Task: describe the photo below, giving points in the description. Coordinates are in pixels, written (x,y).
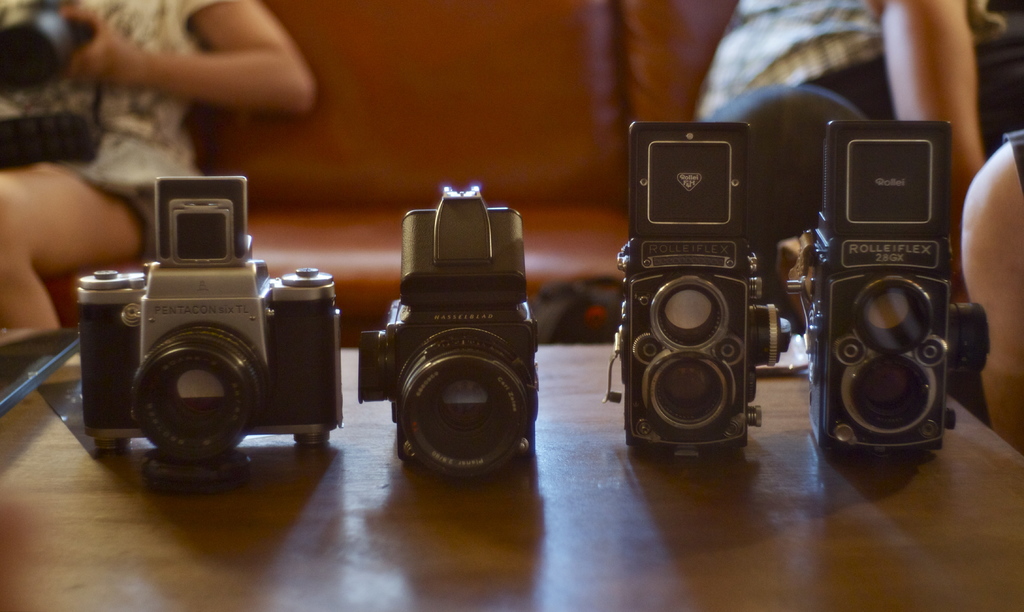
In this picture there is a table (9,426) at the bottom side of the image (574,438), on which there are types of cameras (459,236) and there are people (740,43) those who are sitting on the sofa (531,118) in the background area of the image (586,125).
